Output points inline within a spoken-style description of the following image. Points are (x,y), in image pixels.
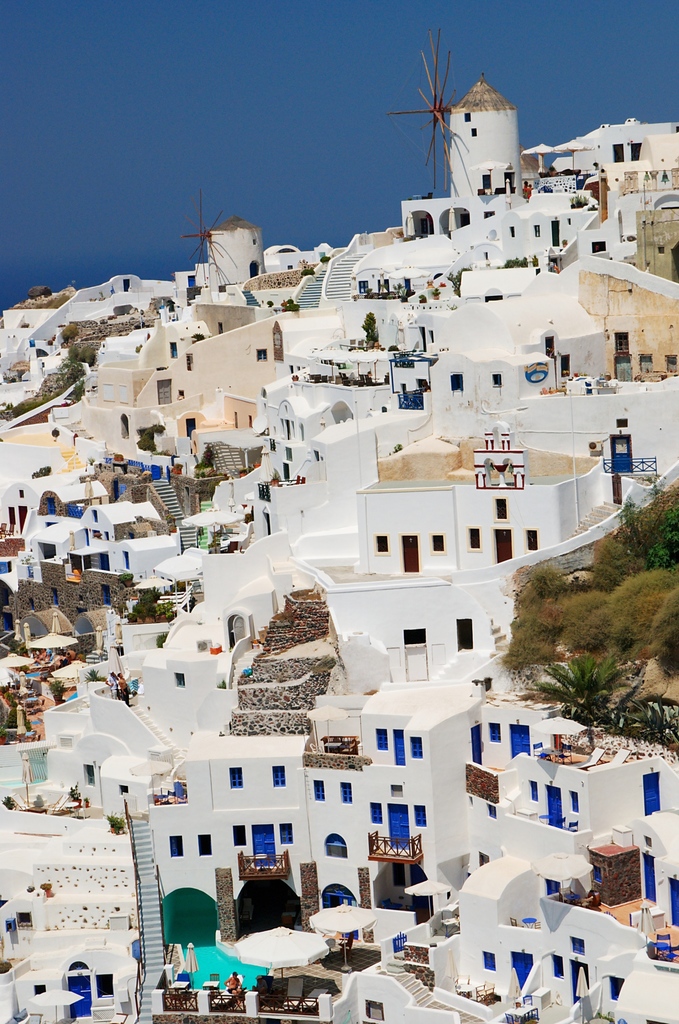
In this picture we can see buildings (439,826), here we can see people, trees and some objects (268,451) and we can see sky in the background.
